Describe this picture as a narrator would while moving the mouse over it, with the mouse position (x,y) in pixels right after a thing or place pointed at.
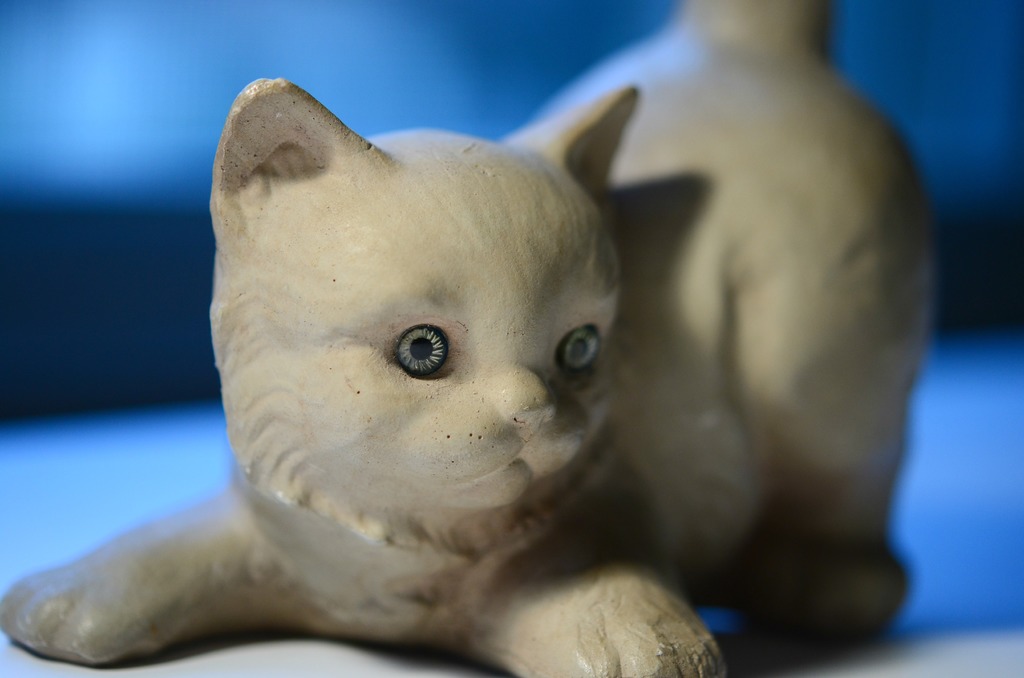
In this picture we can see a model cat (573,454), at the bottom (296,655) there is floor (287,646).
